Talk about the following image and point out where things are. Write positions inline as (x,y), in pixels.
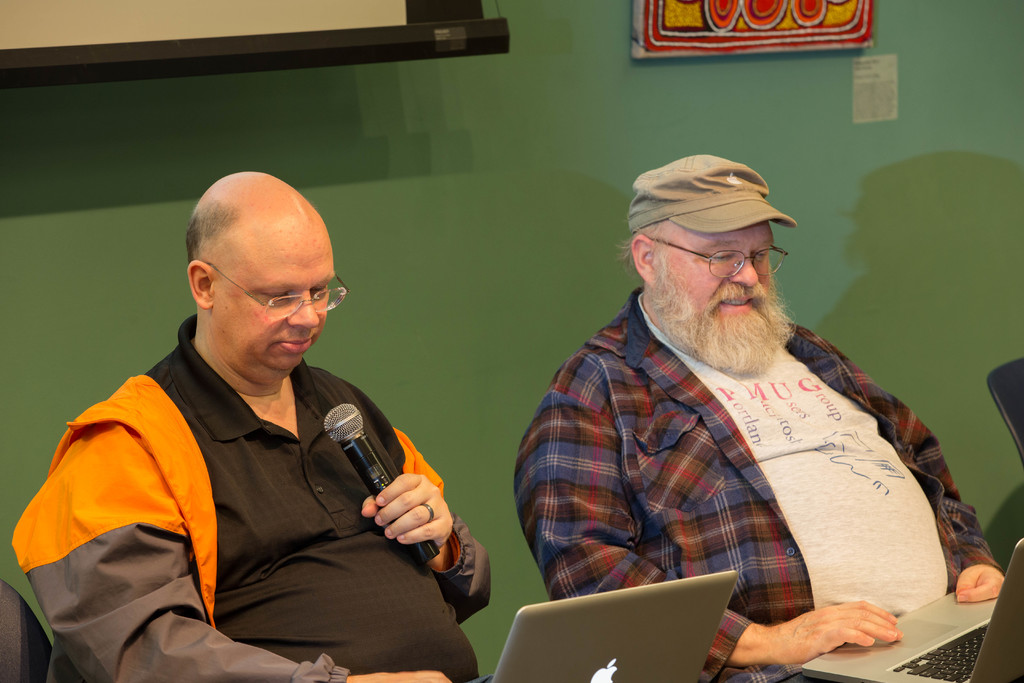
This image consists of two persons (574,544). both of them are holding laptops (658,623). the one who is on the left side (318,457) is holding mic (376,483). There is frame (677,43) on the wall (809,117) there is a screen (328,60) on the left side (292,68) top corner.
